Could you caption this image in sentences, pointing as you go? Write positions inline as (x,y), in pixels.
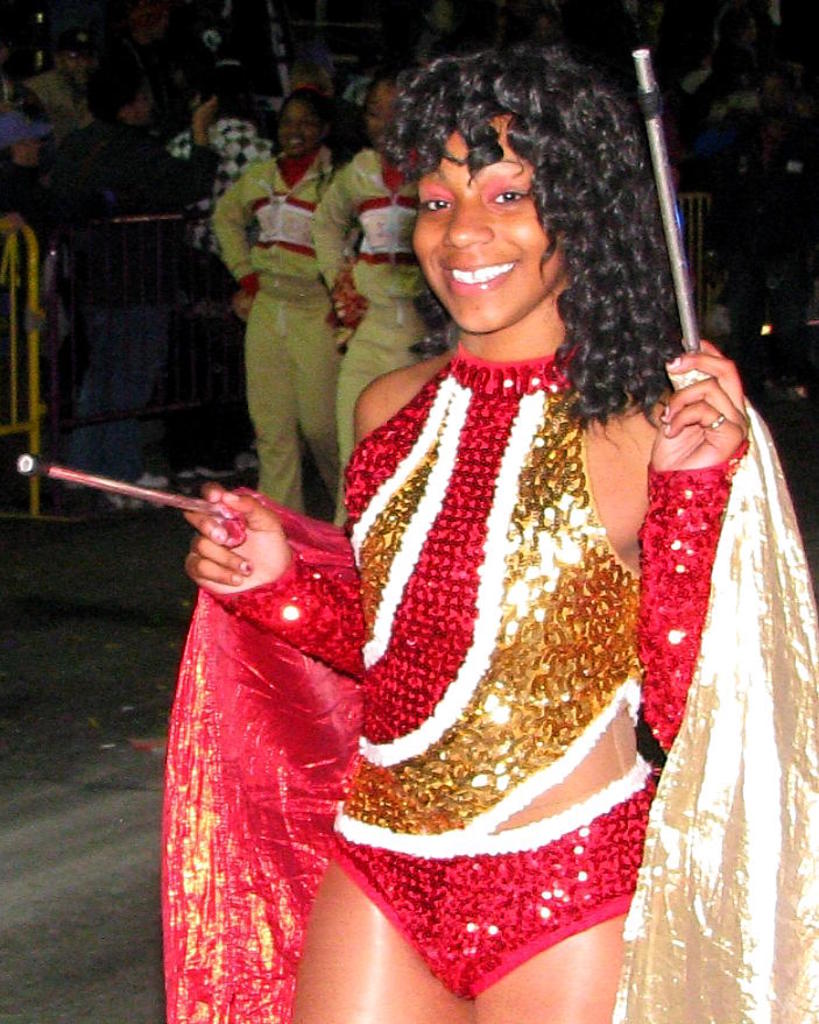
In the middle of this image (402,432), there is a woman (598,305) holding two sticks (130,493) with both hands (703,452). In the background (269,208), there are other persons (342,212). And the background (786,452) is dark in color.
